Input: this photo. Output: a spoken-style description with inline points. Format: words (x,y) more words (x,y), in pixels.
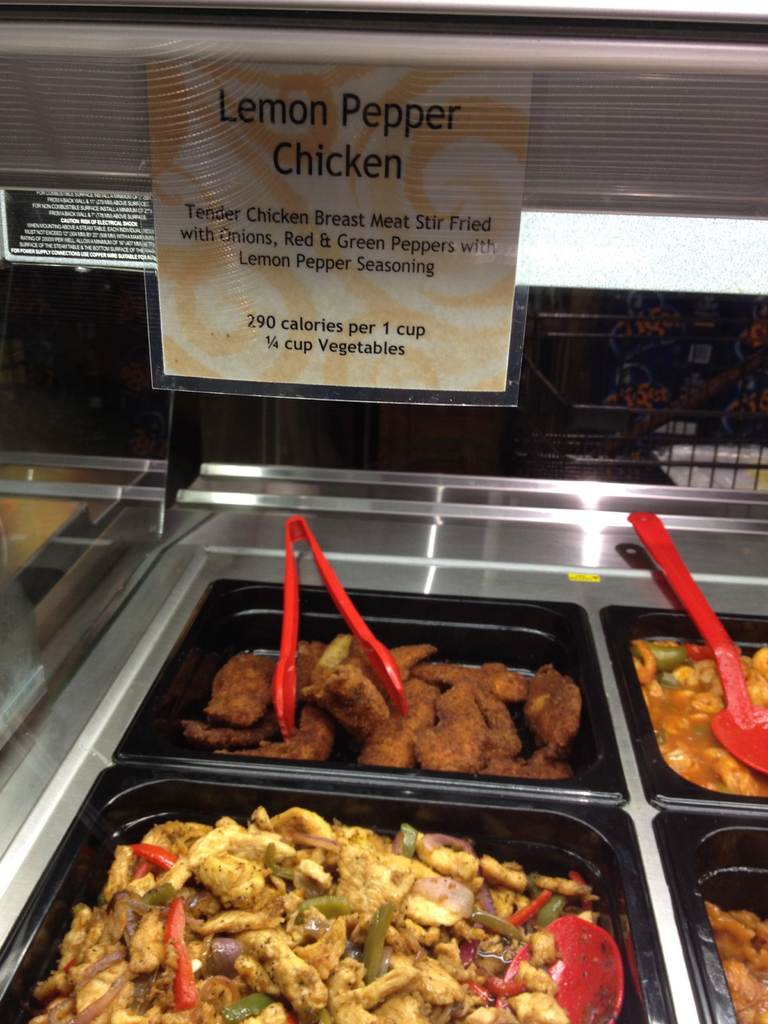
In this image there are vessels (420,819) on the table (499,539). There is food (459,867) in the vessels (338,630). There are tongs (288,655) and spoons (739,720) in the vessels (643,1001). At the top (441,248) there is a paper (256,239) sticked on the wall (570,178). There is text (268,252) on the paper (198,277).
